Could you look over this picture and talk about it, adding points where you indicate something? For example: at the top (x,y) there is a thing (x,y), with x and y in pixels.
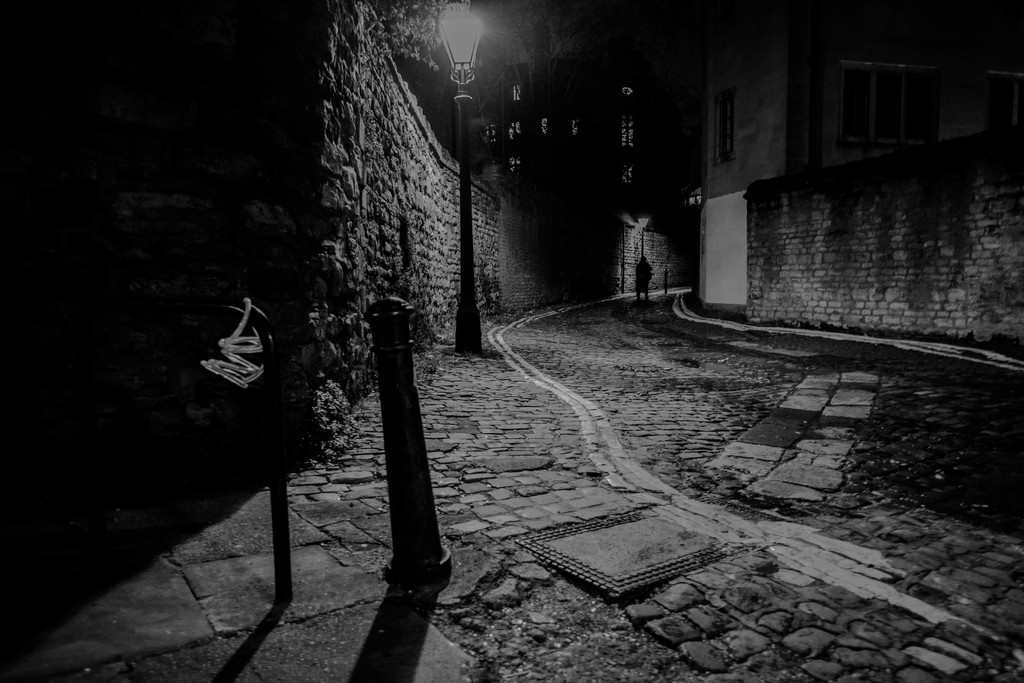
There is a wall (403,178) and a street light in the left corner (323,169) and there is a building (839,134) in the right corner (809,141) and there is person (640,268) standing in the background (636,287).
